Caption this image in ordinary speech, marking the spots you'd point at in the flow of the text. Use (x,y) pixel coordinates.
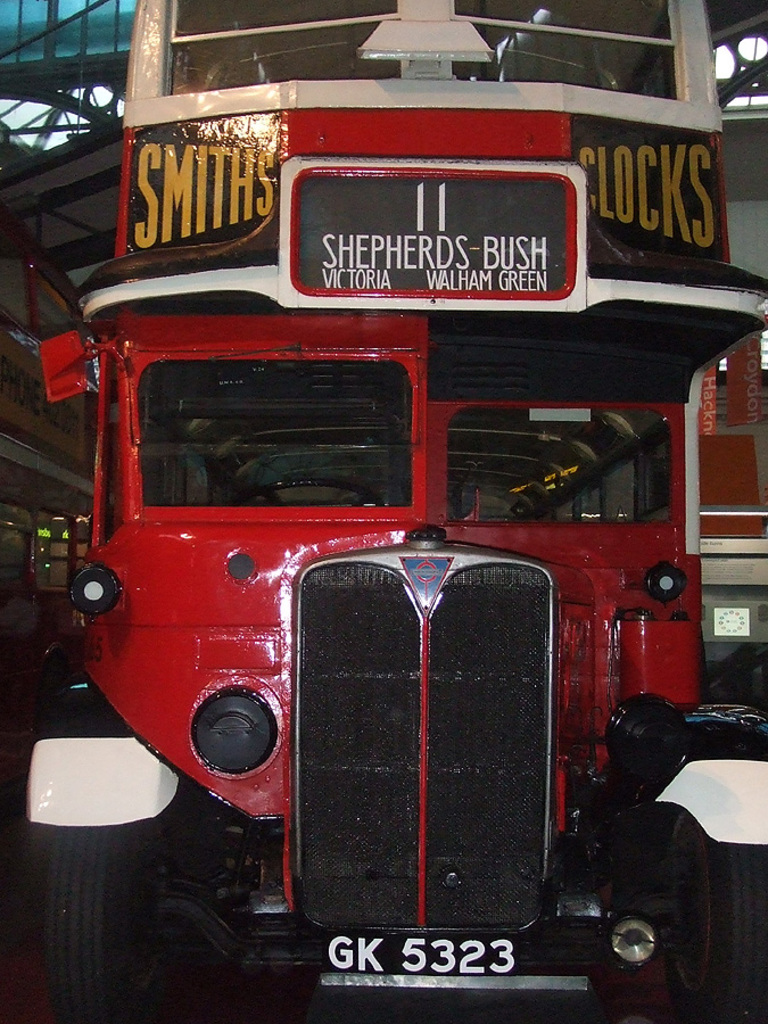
In this picture we can see the vehicles (156,429). In the background of the image (80,16) we can see the roof (55,113), wall (732,240), boards (738,461).
